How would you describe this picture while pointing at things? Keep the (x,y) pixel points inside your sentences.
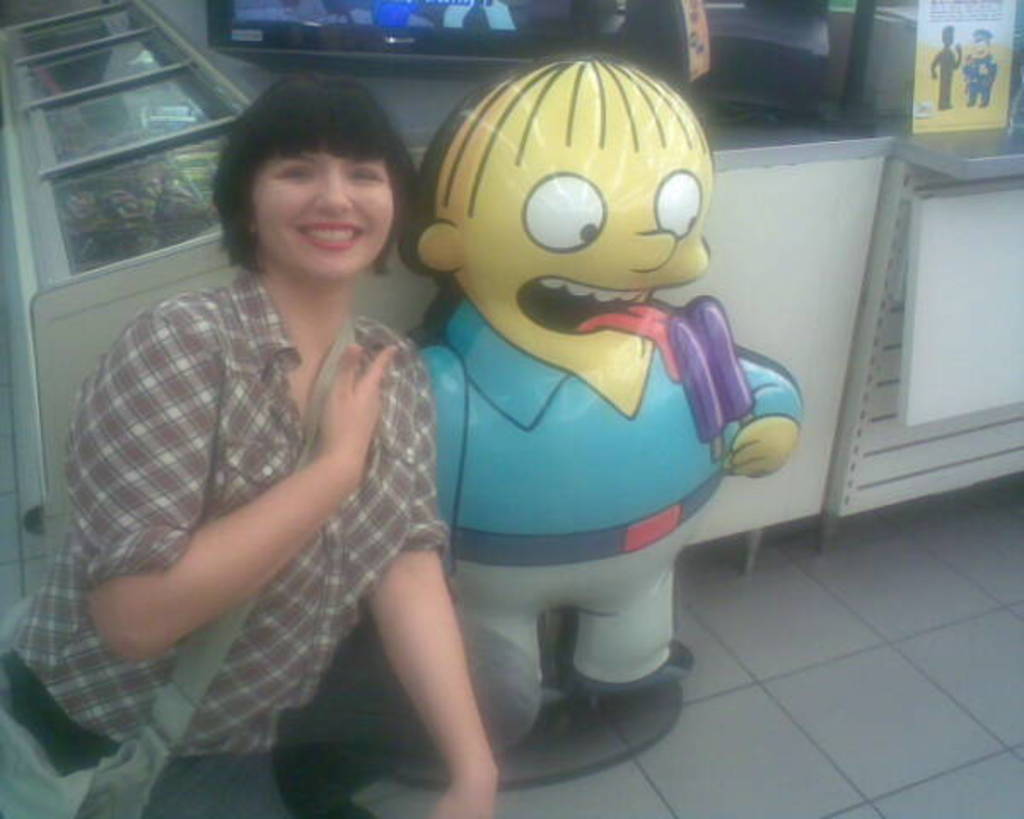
This picture shows a woman (303,653) she wore a bag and we see smile on her face (313,198) and we see a air balloon (547,349) and a television (391,56) on the back (374,73).
